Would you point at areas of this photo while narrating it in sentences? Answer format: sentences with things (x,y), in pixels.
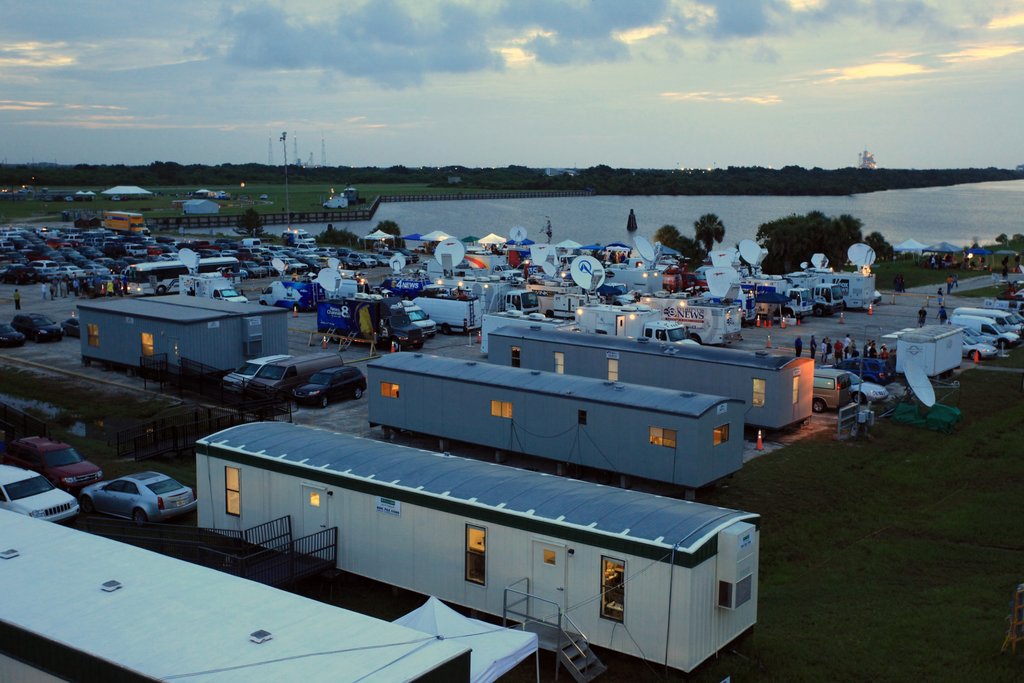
At the bottom of the image (358,510) we can see sheds (553,376), vehicles (709,316) and lights (145,336). There are fences (226,420). In the background (573,223) there is a canal (753,215), trees (628,188), poles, tents (128,189) and sky (493,94).
